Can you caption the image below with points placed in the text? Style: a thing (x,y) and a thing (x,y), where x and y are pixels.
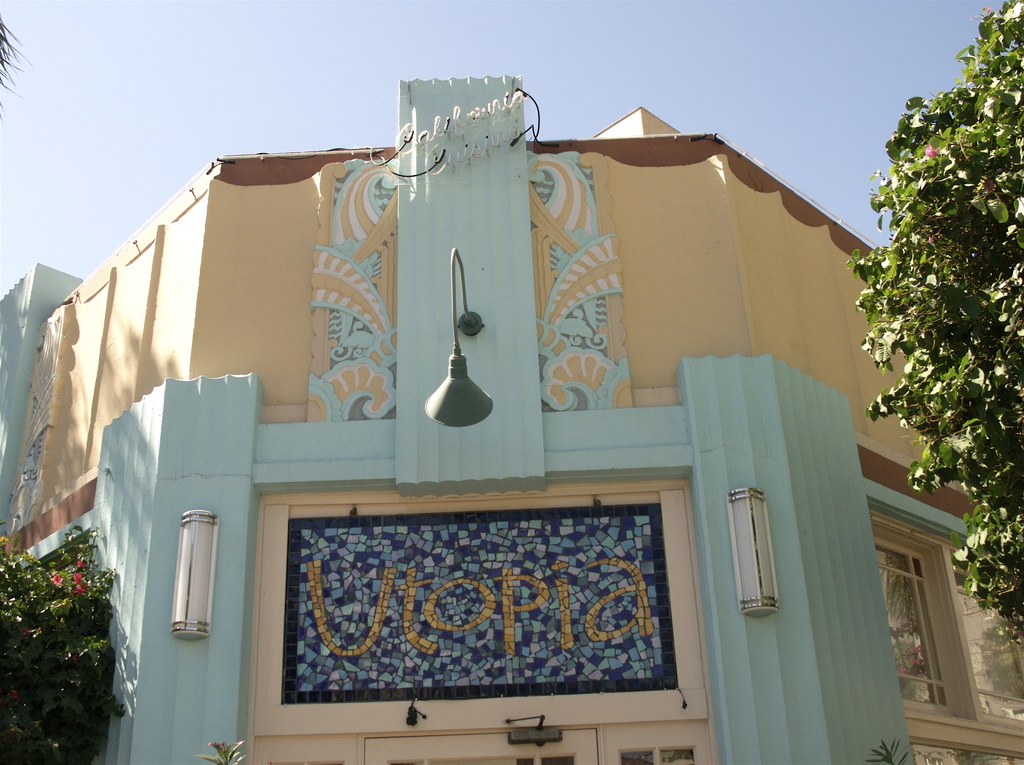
In this picture I can see the trees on either side of this image, in the middle (592,510) there is a board (508,592) on this building (668,565). At the top (621,56) there is the sky (621,56).
